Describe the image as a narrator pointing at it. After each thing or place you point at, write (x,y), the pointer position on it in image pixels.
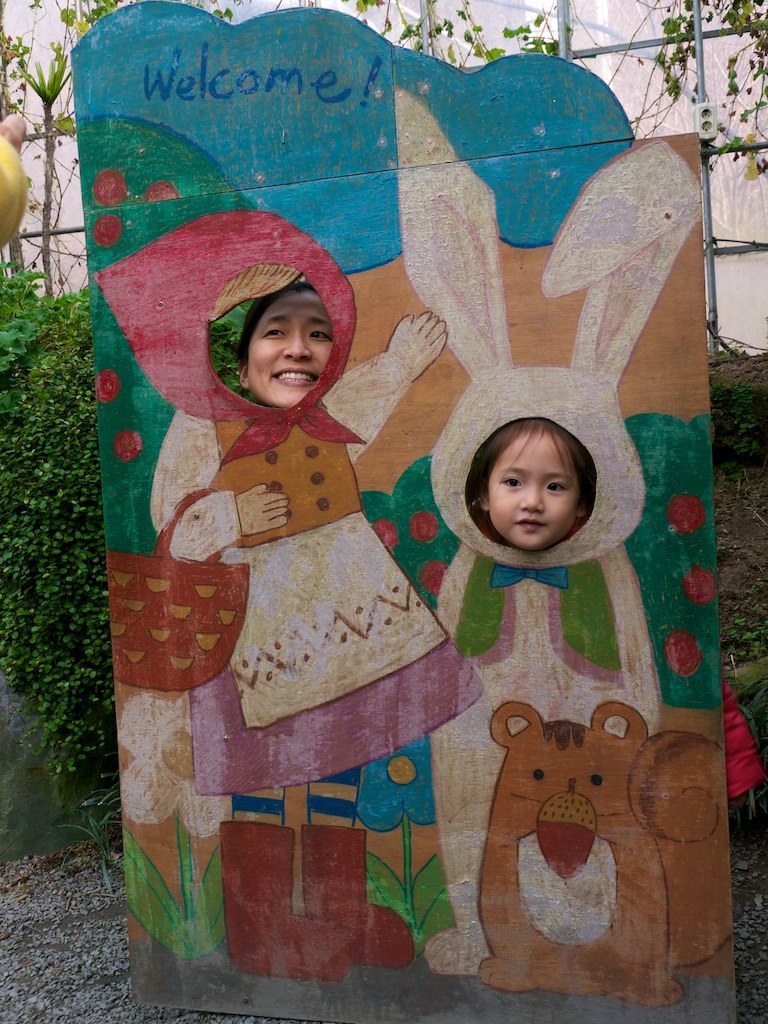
In this image we can see a board (396,503) with two holes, some pictures (363,367) and text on it. We can also see the faces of a woman (302,322) and a child (587,503) from the holes (584,516). We can also see some stones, plants (54,539) and a metal grill (65,234).
